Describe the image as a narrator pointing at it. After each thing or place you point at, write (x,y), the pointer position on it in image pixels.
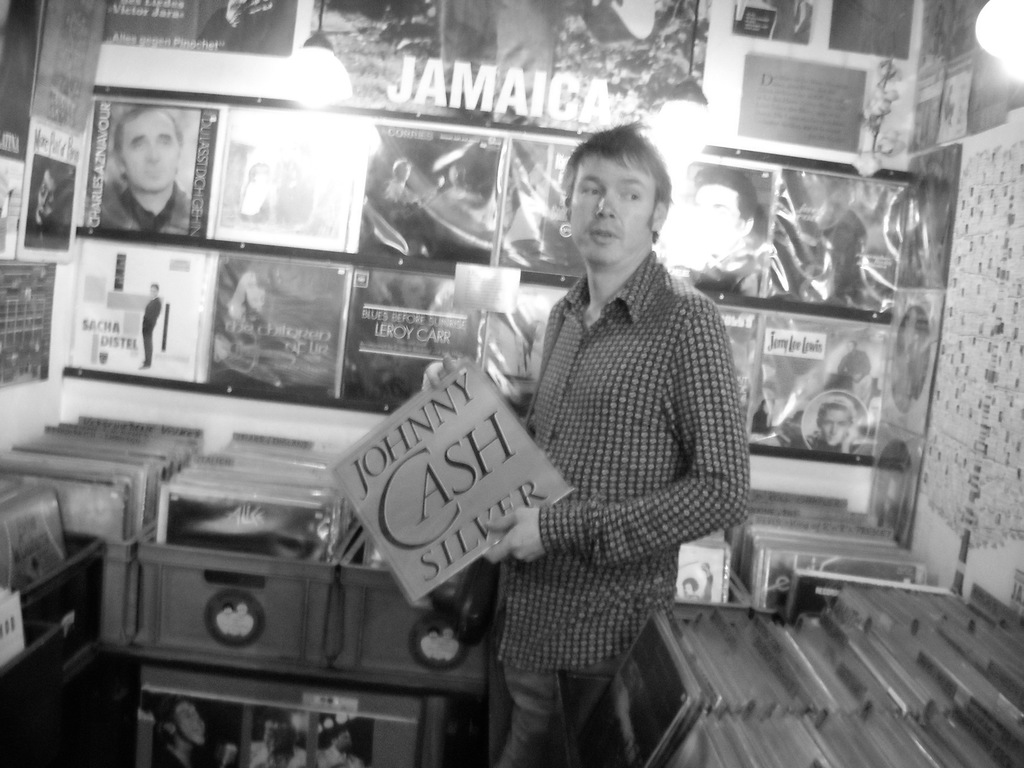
In this picture I see a man (655,216) in front (603,418) who is holding a board (377,491) on which there is something written. In the background (72,93) I see number of posters (490,142) and on the right top corner of this image (1012,21) I see a light (1005,38) and behind him I see trays (329,590) on which there are boxes (791,514) and I see that this is a black and white image.
